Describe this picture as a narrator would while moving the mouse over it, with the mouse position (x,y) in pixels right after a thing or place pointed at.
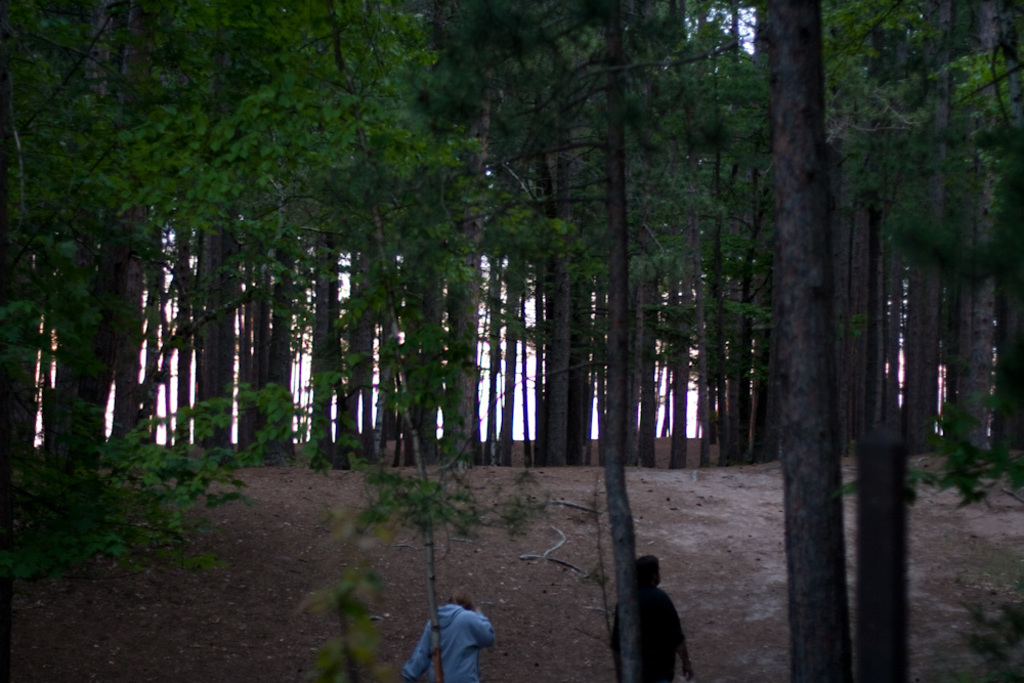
In the image there are few persons (480,631) walking on the land (541,666) in the front (552,682) and behind there are trees (527,243) all over the place.
